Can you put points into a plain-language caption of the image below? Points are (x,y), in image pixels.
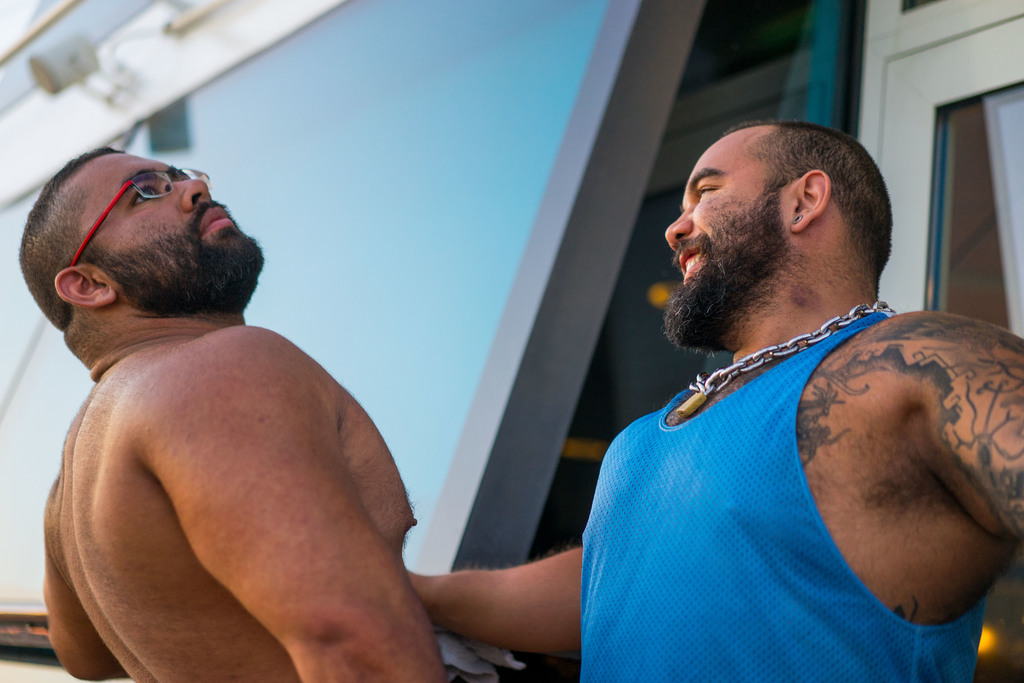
In this image I can see two people (852,267) and I can few objects (973,185) and lights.
